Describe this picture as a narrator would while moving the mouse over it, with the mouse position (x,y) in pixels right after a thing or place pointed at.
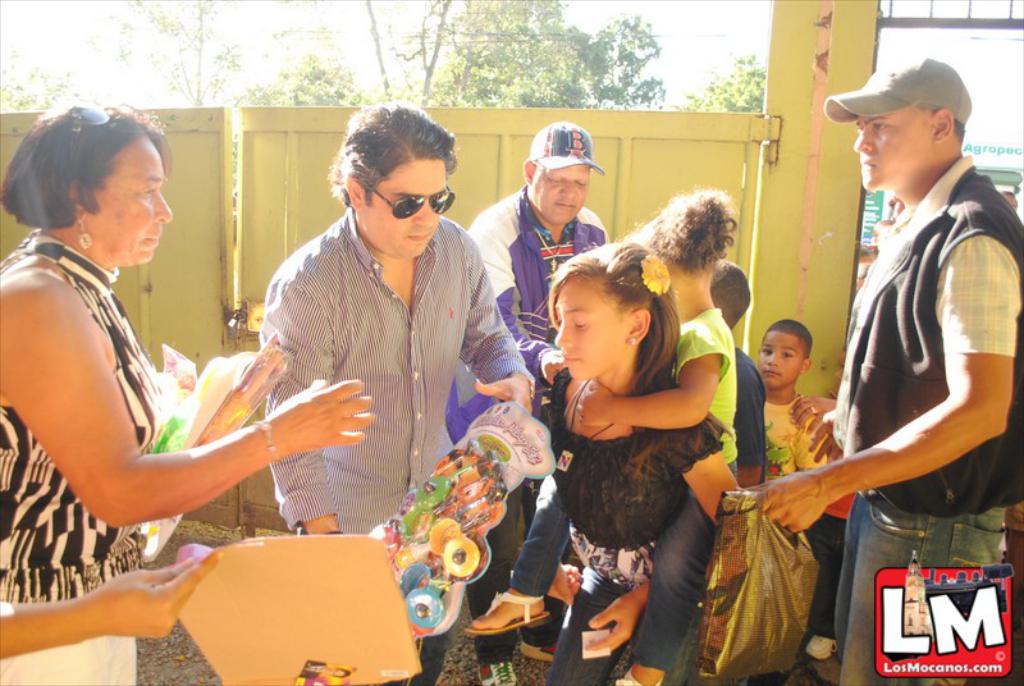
In this image we can see men (394,311), women (80,426) and children (697,522). In the background (670,127), we can see a gate (633,152) and trees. There is a watermark (958,615) in the right bottom of the image (968,610). We can see people (519,334) are holding objects (458,551) in their hand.
